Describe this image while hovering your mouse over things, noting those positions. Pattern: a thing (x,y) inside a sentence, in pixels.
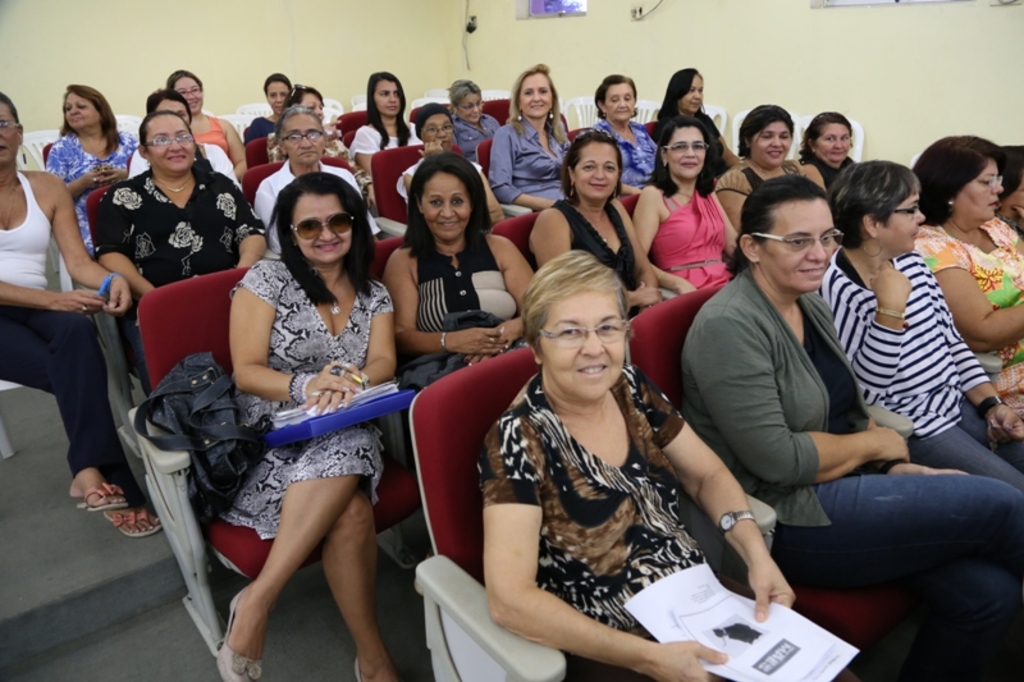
In this image there are group of people (994,186) who are sitting on chairs (165,473), and some of them are holding some papers (735,609) and also there are some bags (195,395). At the bottom (60,606) there is floor (44,552) and in the background (190,68) there is wall (634,39), and some objects (635,17).
